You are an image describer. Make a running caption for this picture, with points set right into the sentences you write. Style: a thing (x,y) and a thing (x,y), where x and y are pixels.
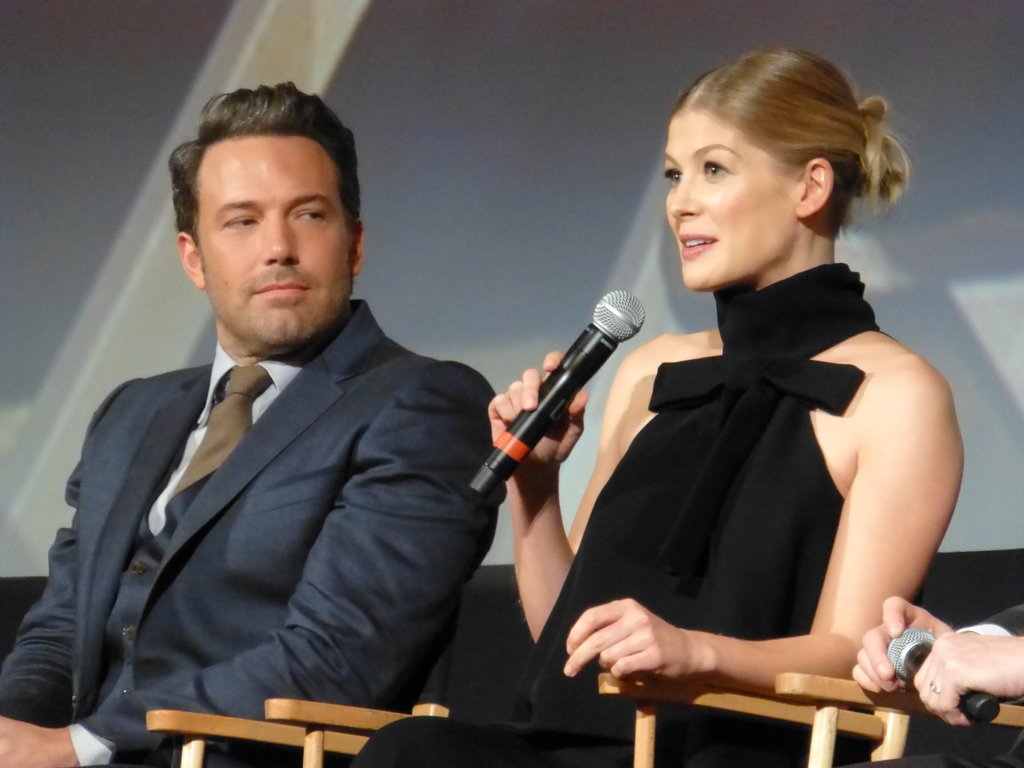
In this image we can see a group of people (720,673) sitting on chairs (302,710). One woman (853,637) is holding a microphone (540,431) in her hands (552,435). On the right side of the image (967,681) we can see the hands (992,637) of a person (1001,651) holding microphone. In the background (995,340), we can see a screen (517,149).
